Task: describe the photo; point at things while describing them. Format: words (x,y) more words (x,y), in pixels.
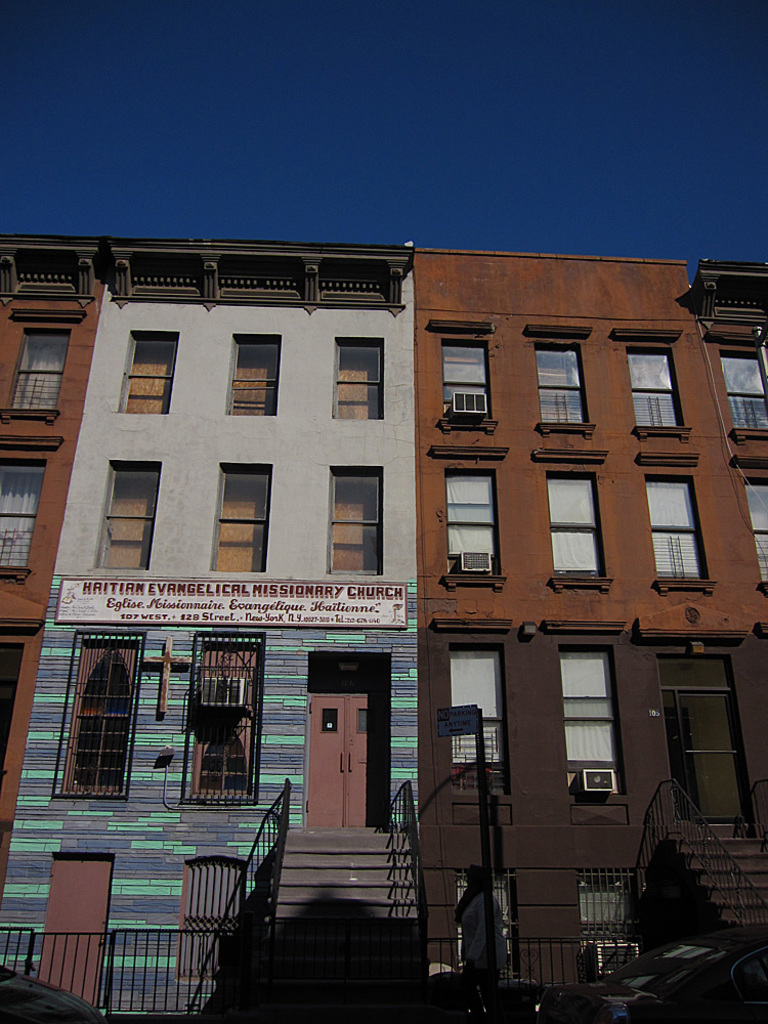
This picture is clicked outside. In the foreground (88,1010) we can see the vehicles (545,1005) and a person like thing (473,930) and we can see the text (455,724) on the boards (353,614) and we can see the metal rods (481,750), stairs (316,891), handrails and the buildings (500,514). In the background (313,236) we can see the sky (36,111) and we can see the metal rods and some other items (572,472).
